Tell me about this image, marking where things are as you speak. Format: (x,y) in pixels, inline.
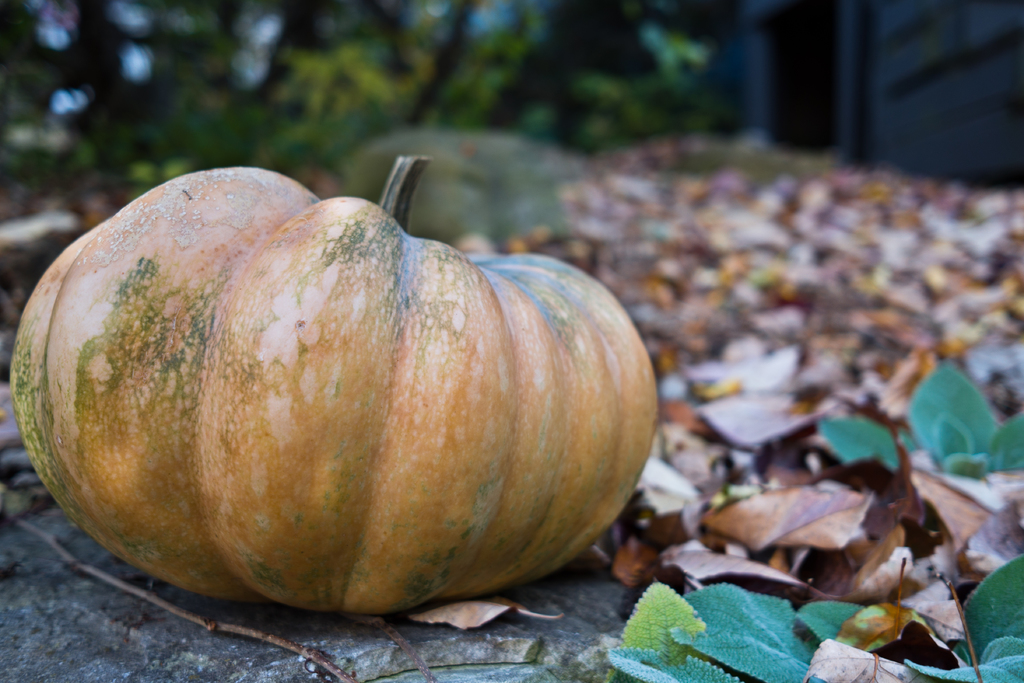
In this image there is a pumpkin (374,436) on the rock (75,602), there are twigs (211,621) towards the bottom of the image (278,648), there are plants (963,433) towards the right of the image (960,425), there are plants (753,667) towards the bottom of the image (747,662), there are dried leaves (743,296) on the ground (775,333), there are trees (348,120) towards the top of the image (371,52), there is a building (904,63) towards the top of the image (825,82), there is a door (808,82), the background of the image (812,45) is blurred.
